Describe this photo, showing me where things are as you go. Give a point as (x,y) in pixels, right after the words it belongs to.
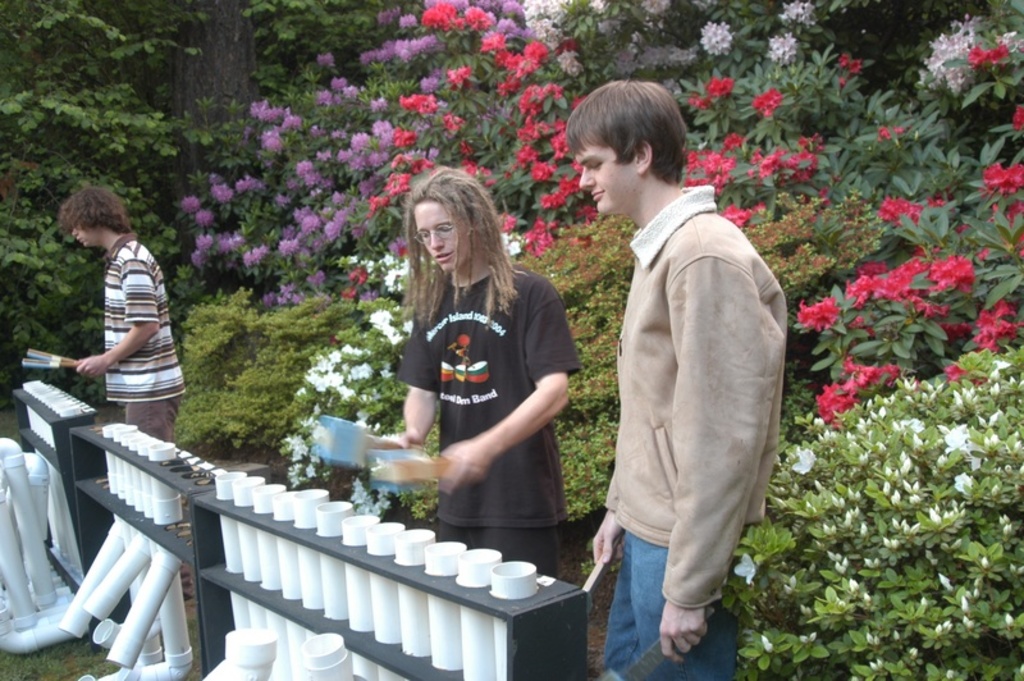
On the left side (121,274), there is a person (143,323) in a T-shirt (159,389), holding an object (64,362) and standing in front of the pipes (59,392) which are arranged. On the right side (748,467), there are two persons (484,348) holding some objects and standing. Beside them, there are plants (894,114) having flowers (258,106). In the background (372,94), there are other plants (66,59).
